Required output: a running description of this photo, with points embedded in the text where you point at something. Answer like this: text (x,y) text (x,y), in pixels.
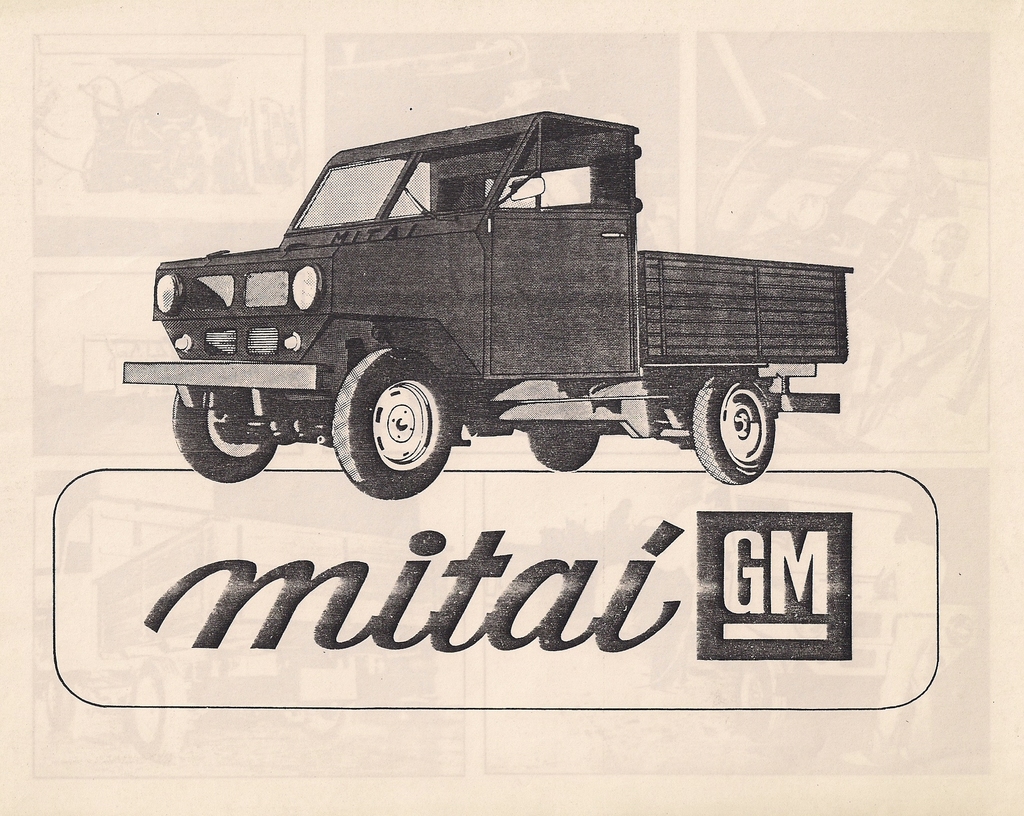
In this picture I can observe a sketch (347,258) of a vehicle (388,437). I can observe some text (304,582) on the bottom of the picture (463,587). The vehicle (526,391) is in black color. The background (44,369) is in cream color.
